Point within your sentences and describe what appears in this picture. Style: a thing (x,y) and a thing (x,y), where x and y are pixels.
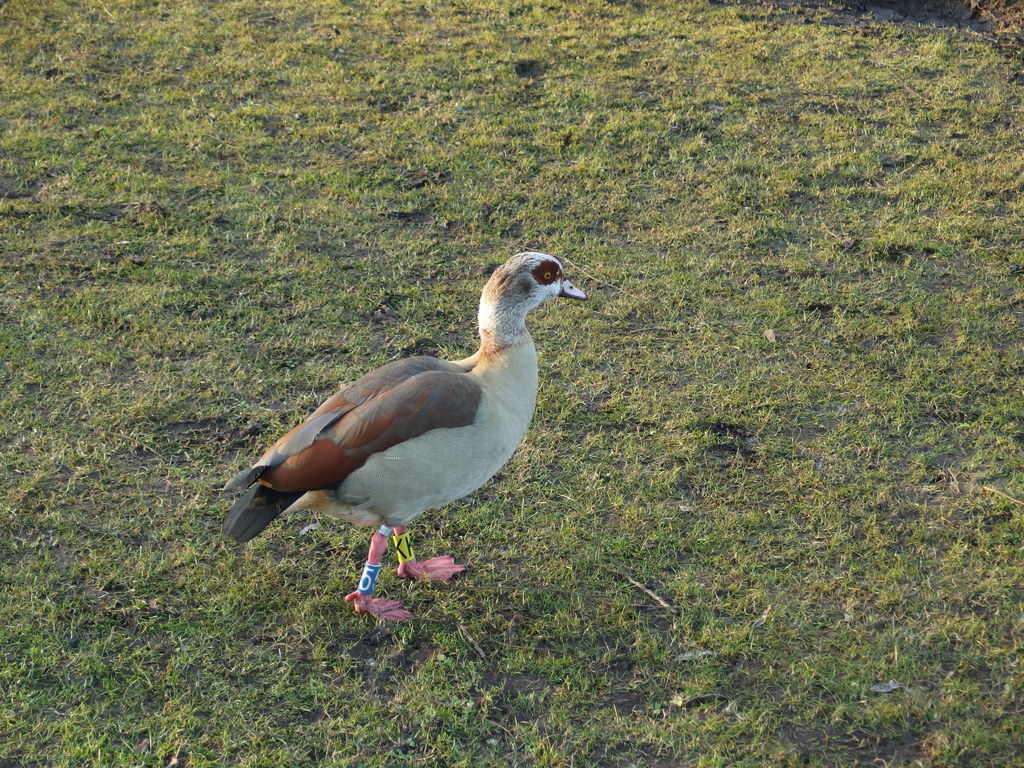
This image consist of a bird (444,447) which is standing on the ground (502,485) in the center (403,480) and there is grass (815,180) on the ground (186,635).
